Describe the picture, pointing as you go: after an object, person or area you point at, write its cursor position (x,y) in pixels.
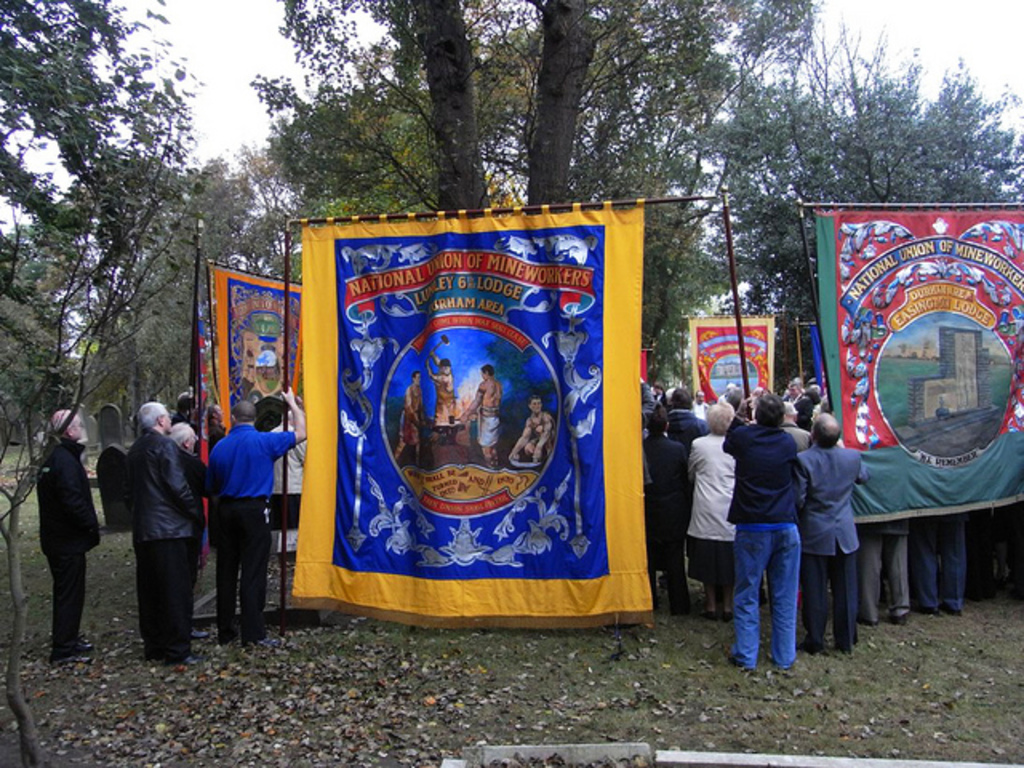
In this picture, we see many people (713,589) are standing. Here, we see people (737,598) are holding the pole (287,393) with banners (339,431) with some text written on it. These banners (513,396) are in yellow, orange, green and red color. At the bottom (513,734), we see the grass (545,679) and the dry leaves (429,679). There are trees (541,196) in the background (573,185). At the top (228,39), we see the sky (242,49). This picture might be clicked in the garden (732,637).
